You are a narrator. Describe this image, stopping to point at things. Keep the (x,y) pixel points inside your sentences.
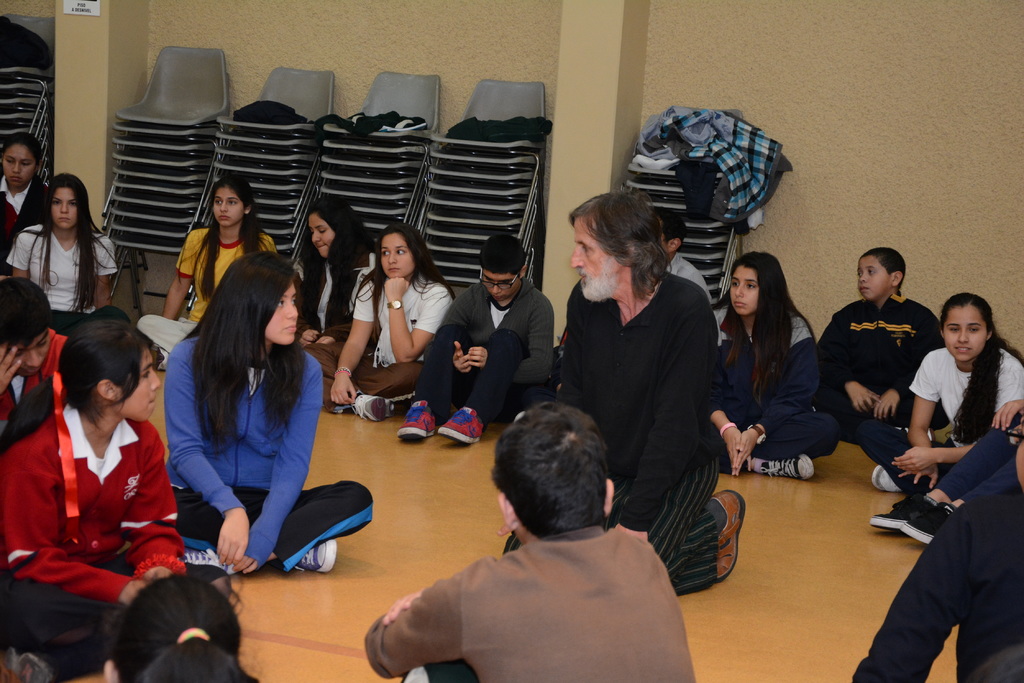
In the picture, a group of people (260,396) were sitting on the floor (346,661) and there is a man (647,480) laying on his knees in the center of those people (549,367) and behind them there are many chairs (326,153) and in the background (526,65) there is a wall (295,60).
